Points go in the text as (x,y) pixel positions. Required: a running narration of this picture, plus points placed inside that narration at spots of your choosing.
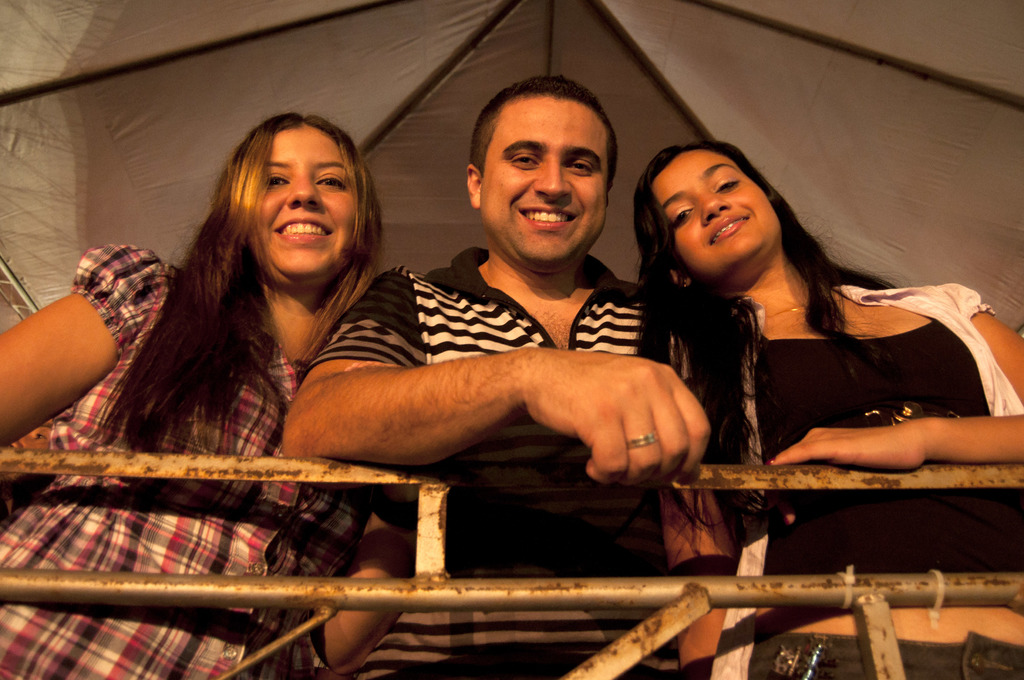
In the middle of the image (488,298), there is a person (461,279) in a t-shirt (482,280), smiling and keeping his elbow (339,427) on a fence (315,469). On the left side (165,319), there is a woman (227,279) smiling. On the right side (824,368), there is another woman (833,374) smiling. In the background (835,96), there is a roof (136,54).
